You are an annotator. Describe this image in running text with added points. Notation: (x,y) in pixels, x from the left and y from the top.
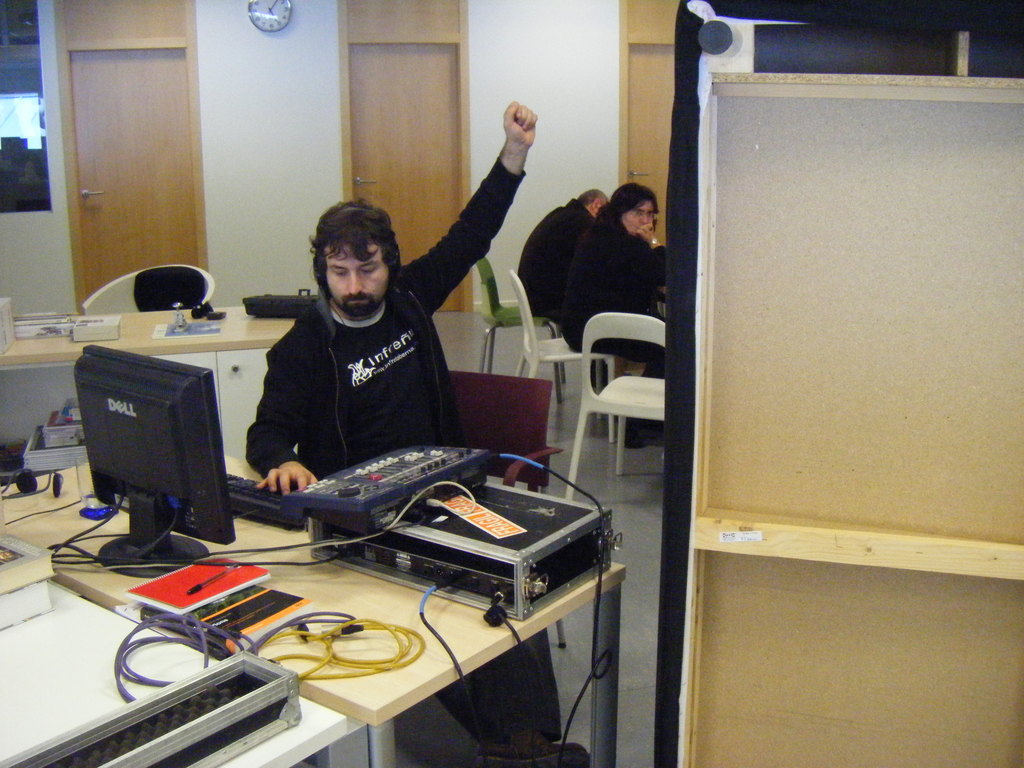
In this image In the middle (371,412) there is a man (315,354) he wear black jacket (312,393), t shirt (391,399) he is sitting on the chair (497,399), In front of him there is a table (390,684) on that there is monitor (164,489), keyboard (264,504), some other items (309,499). In the back ground (466,296) there are some people (573,285), chairs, door (390,138), clock (278,26) and wall (272,196).
